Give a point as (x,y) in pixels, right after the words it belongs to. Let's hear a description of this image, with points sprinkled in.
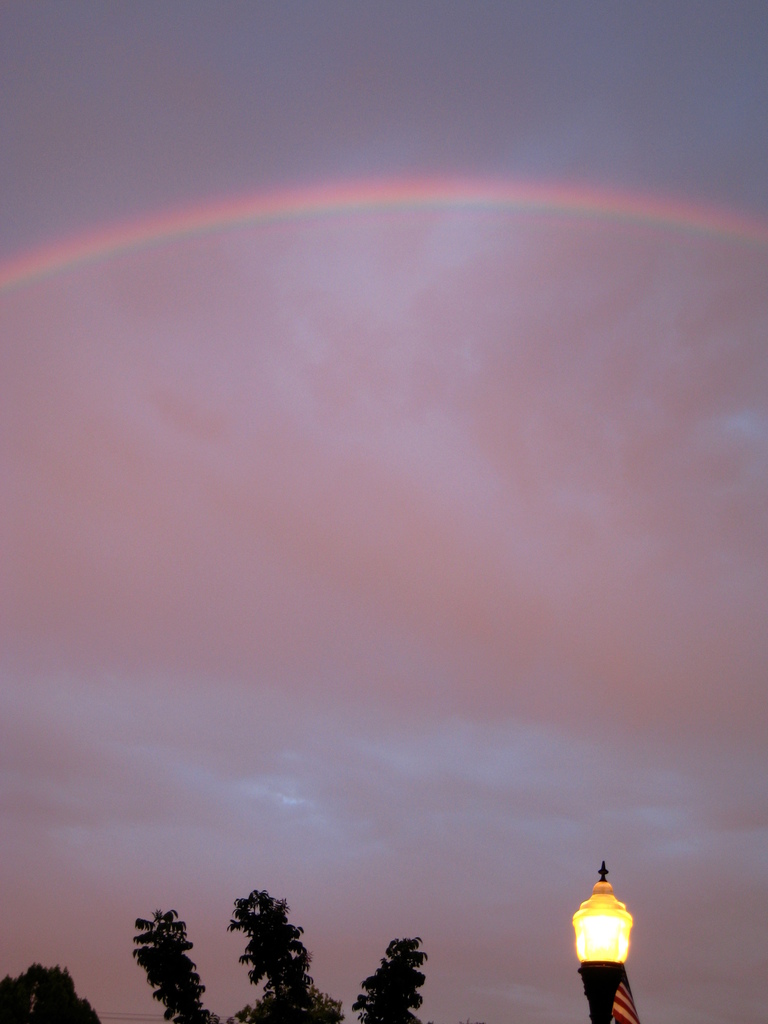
In this image I can see the tree (265,995). To the side I can see the light pole (591,980). In the background (297,539) I can see the rainbow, clouds (47,369) and the sky (281,133).
